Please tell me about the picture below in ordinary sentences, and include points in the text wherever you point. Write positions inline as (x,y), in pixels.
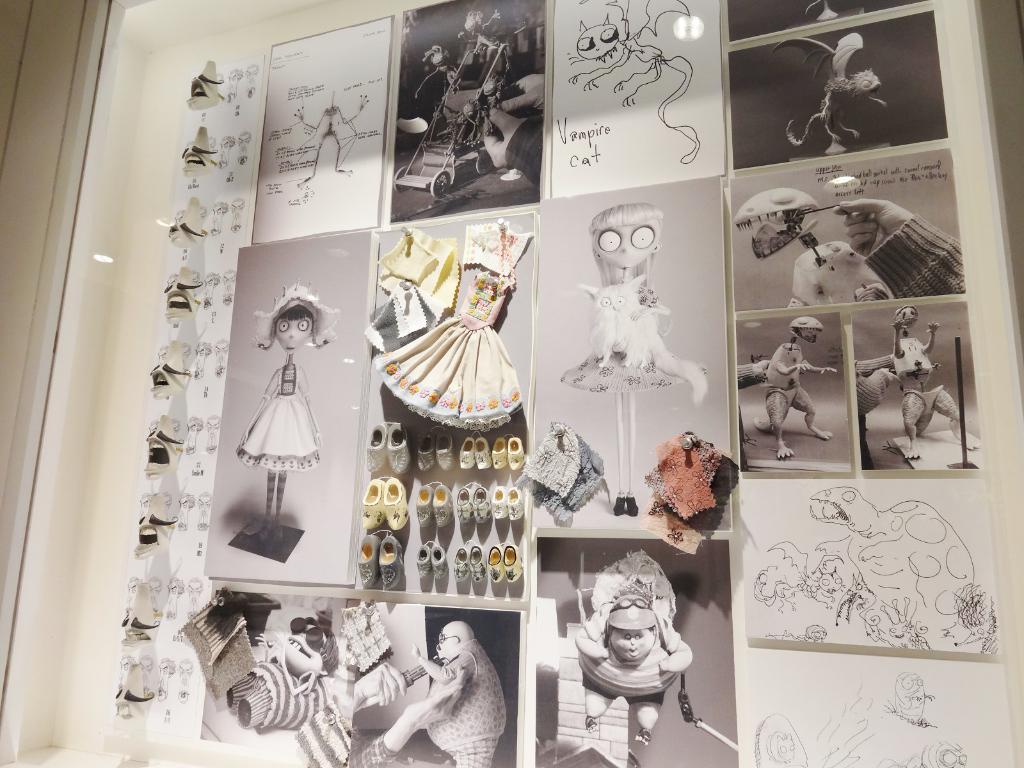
This image is taken indoors. In this image there is a board (124,510) with many posters (472,669) on it. There are a few posters (856,596) with a sketch (625,33) on them and there are a few little shoes (462,496), a few napkins (435,286) and a frock (432,362) on the poster (472,590). There are a few images (319,377) of toys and there is a text (883,182) on the poster (607,46). On the left side of the image (20,99) there is a wall (27,55).
